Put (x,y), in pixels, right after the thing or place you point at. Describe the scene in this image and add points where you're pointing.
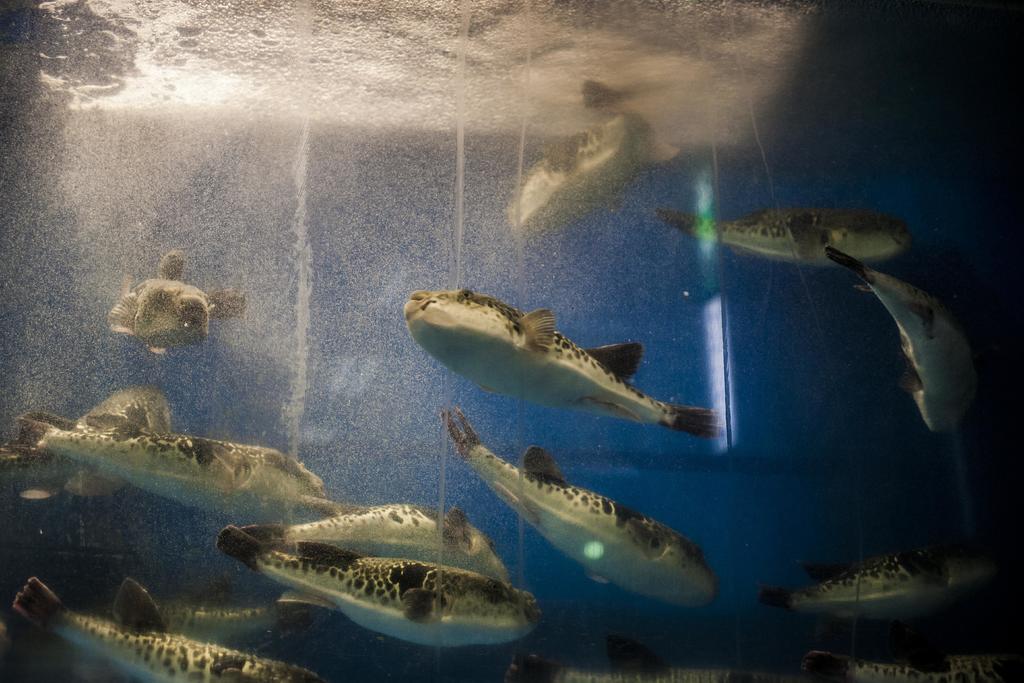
In this image there are many fishes (133,403) swimming in the water body (568,327).
